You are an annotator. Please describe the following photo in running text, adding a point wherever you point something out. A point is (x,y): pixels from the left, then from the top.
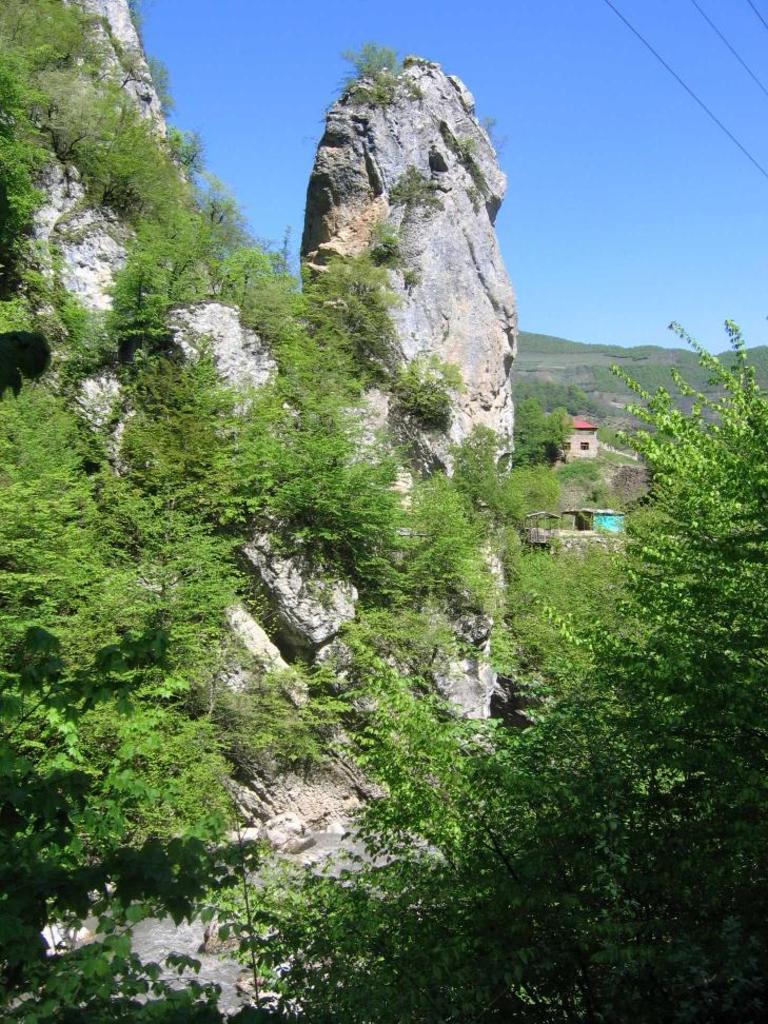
In this picture, there is a rock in the middle (460,363) and plants (487,794) on the right side (632,897) and in the background (616,262) it is the sky (537,167).
